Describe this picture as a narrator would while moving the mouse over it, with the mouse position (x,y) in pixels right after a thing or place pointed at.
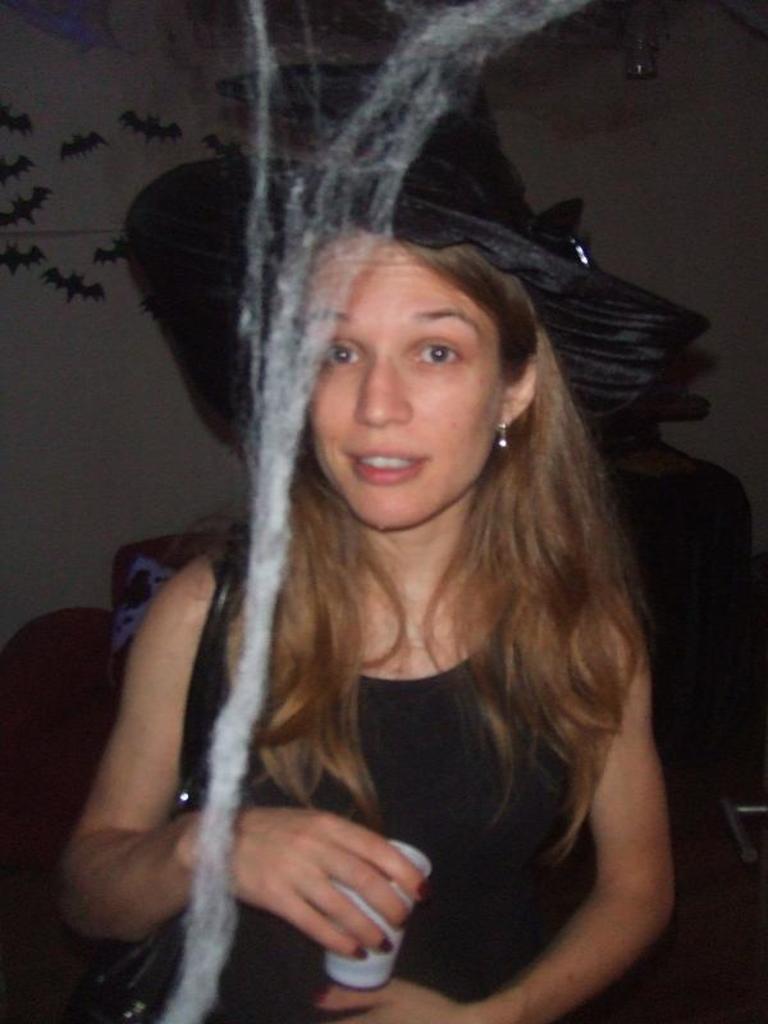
In this picture we can see a woman (647,760) in the black dress (464,867) is holding a cup (360,900). Behind the woman (349,586) there is another person (647,513) and a wall (641,157) with stickers (19,174). In front of the woman (322,823) there is cotton (392,176).
